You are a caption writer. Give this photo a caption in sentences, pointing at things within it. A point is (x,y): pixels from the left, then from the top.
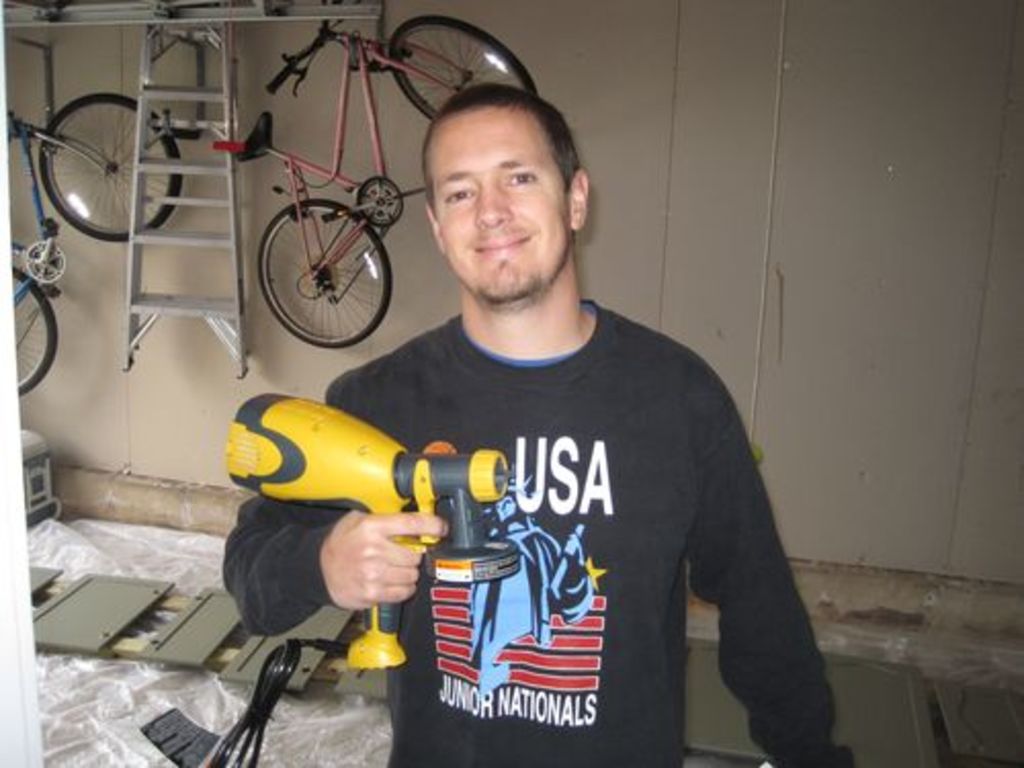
This image is taken indoors. In the background (663,330) there is a wall (204,354). There is a ladder (222,236) and there are two bicycles (99,182) on the wall (248,120). In the middle of the image (557,469) a man (538,565) is standing on the floor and he is holding a paint sprayer (260,451) in his hand (400,597). At the bottom of the image (908,738) there is a floor (351,729) and there are a few things (193,649) on the floor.
